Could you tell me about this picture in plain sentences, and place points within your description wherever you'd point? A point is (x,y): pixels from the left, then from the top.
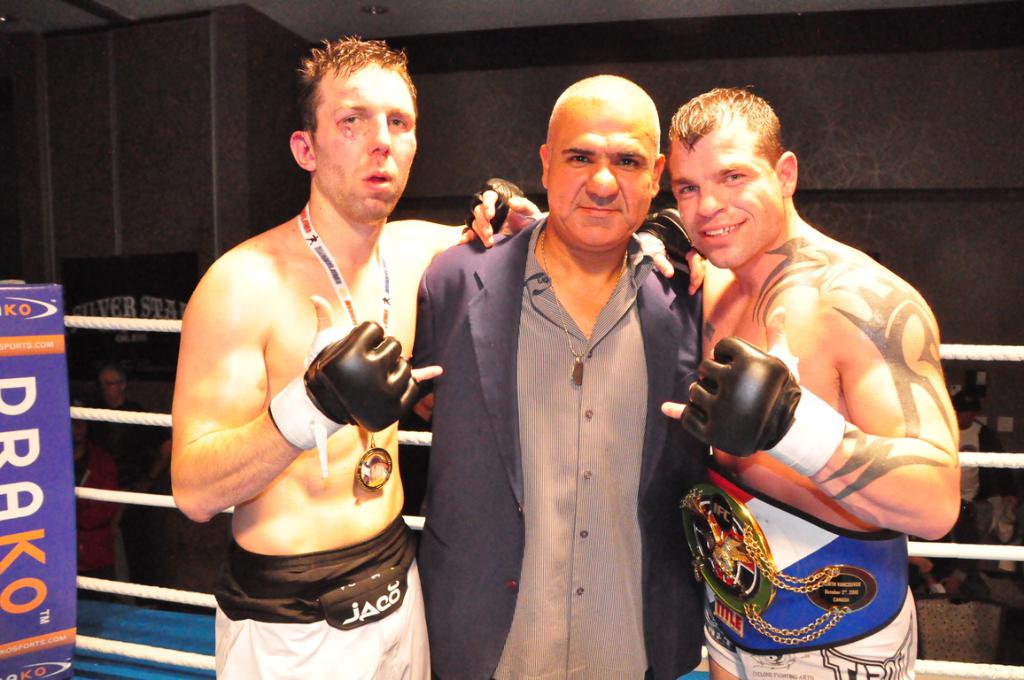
In this picture, we see three men (609,482) are standing. Two of them are smiling and they are posing for the photo. On the left side (17,406), we see a board (30,410) in blue color with some text (16,538) written on it. Behind them, we see ropes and it might be a boxing ring (963,557). Behind them, we see many people (970,515) are sitting on the chairs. In the background (609,59), we see a wall (267,108).
